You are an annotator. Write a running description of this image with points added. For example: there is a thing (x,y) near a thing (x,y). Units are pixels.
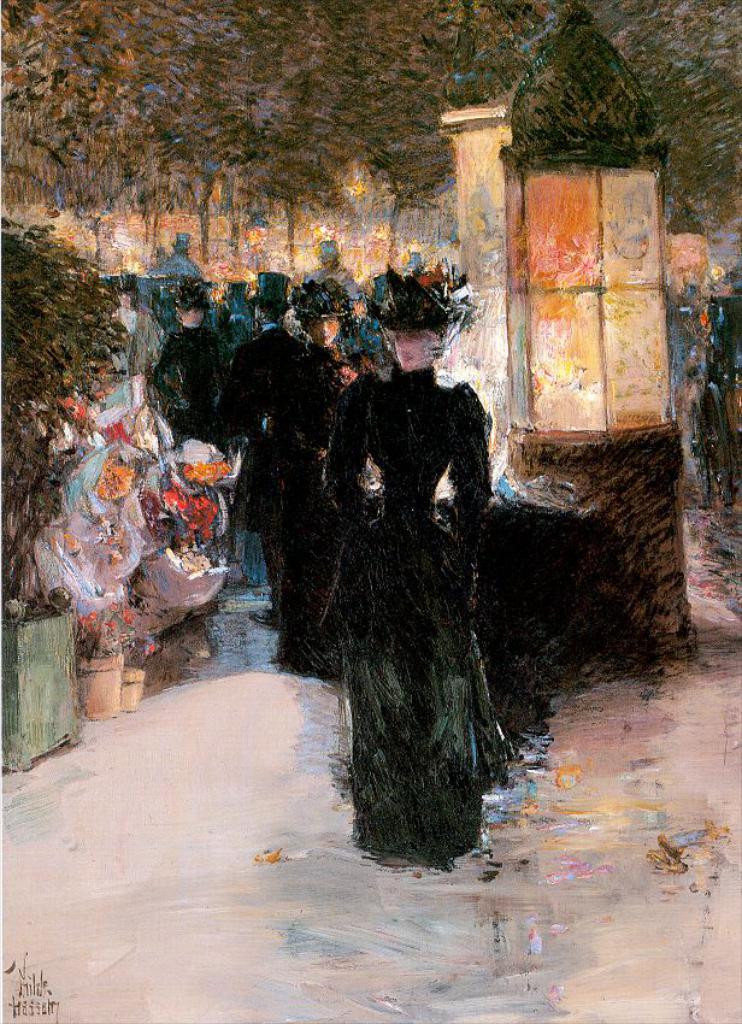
This is a painting and in this painting we can see some people (264,303), house plants (136,618), tree (24,395).
